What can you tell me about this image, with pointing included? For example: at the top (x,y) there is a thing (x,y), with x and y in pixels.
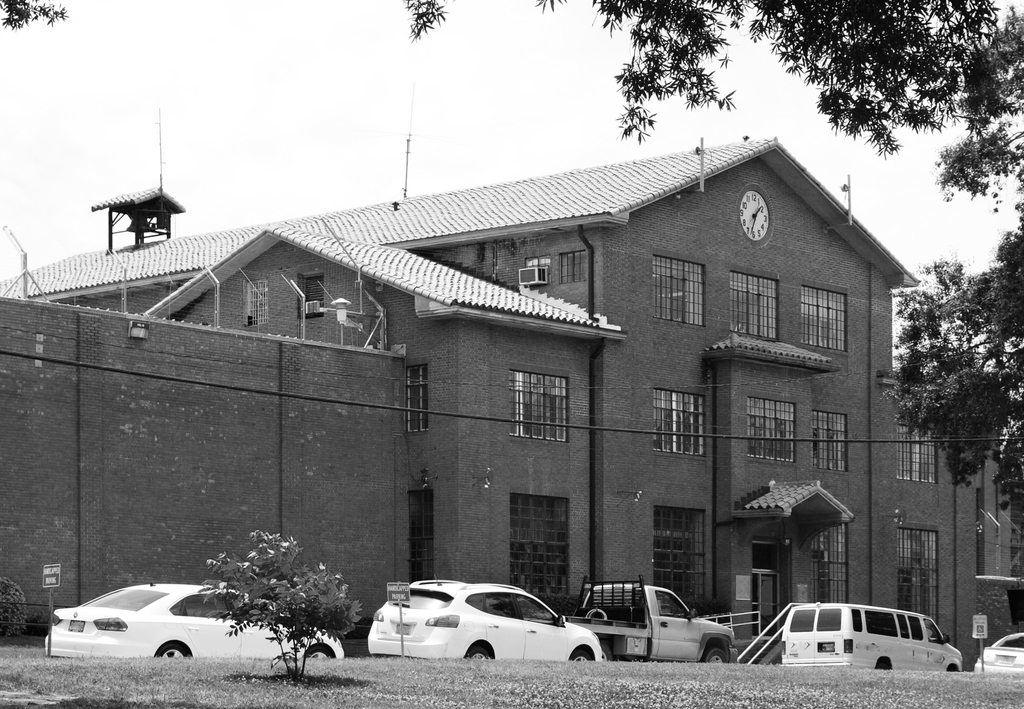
It looks like a black and white picture. We can see there are some vehicles (495,649) parked on the path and behind the vehicles (392,649) there is a building (191,452) and sky (210,92). In front of the vehicles (919,619) there are trees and poles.
